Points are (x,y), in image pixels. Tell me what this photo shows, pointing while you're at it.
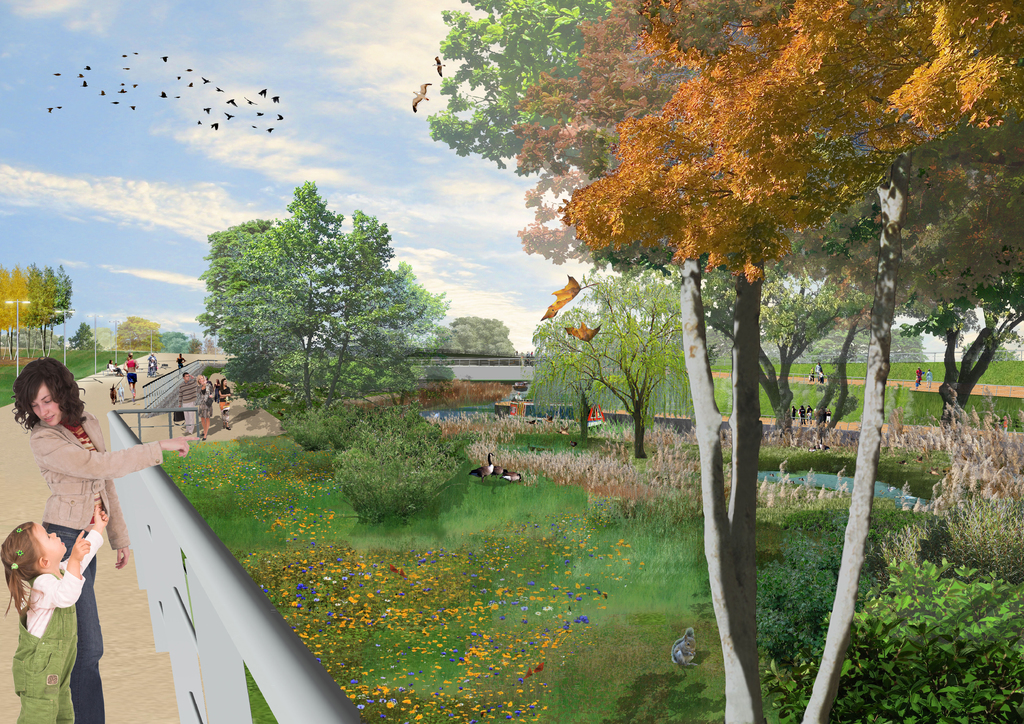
In this image I can see there are few people (99,477) on the left side (86,477) and there are few trees (315,216), birds (103,95) in the sky (408,127) and the sky (261,138) is cloudy.
